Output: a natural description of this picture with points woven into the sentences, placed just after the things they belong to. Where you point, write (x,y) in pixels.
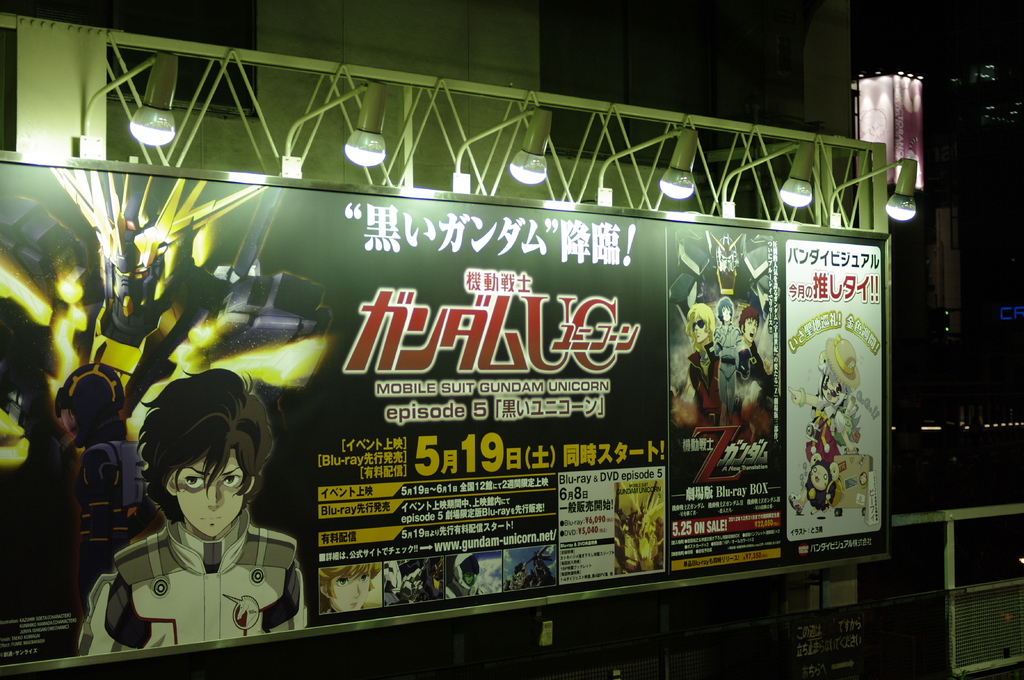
This picture contains a hoarding board (323,394) with some text (434,440) written in different languages. At the top of the board (20,167), we see the lights (798,202). Behind that, we see a pillar (828,603). In the right bottom of the picture (912,594), we see an iron railing (963,600). In the background (931,295), it is black in color. This picture is clicked in the dark.
